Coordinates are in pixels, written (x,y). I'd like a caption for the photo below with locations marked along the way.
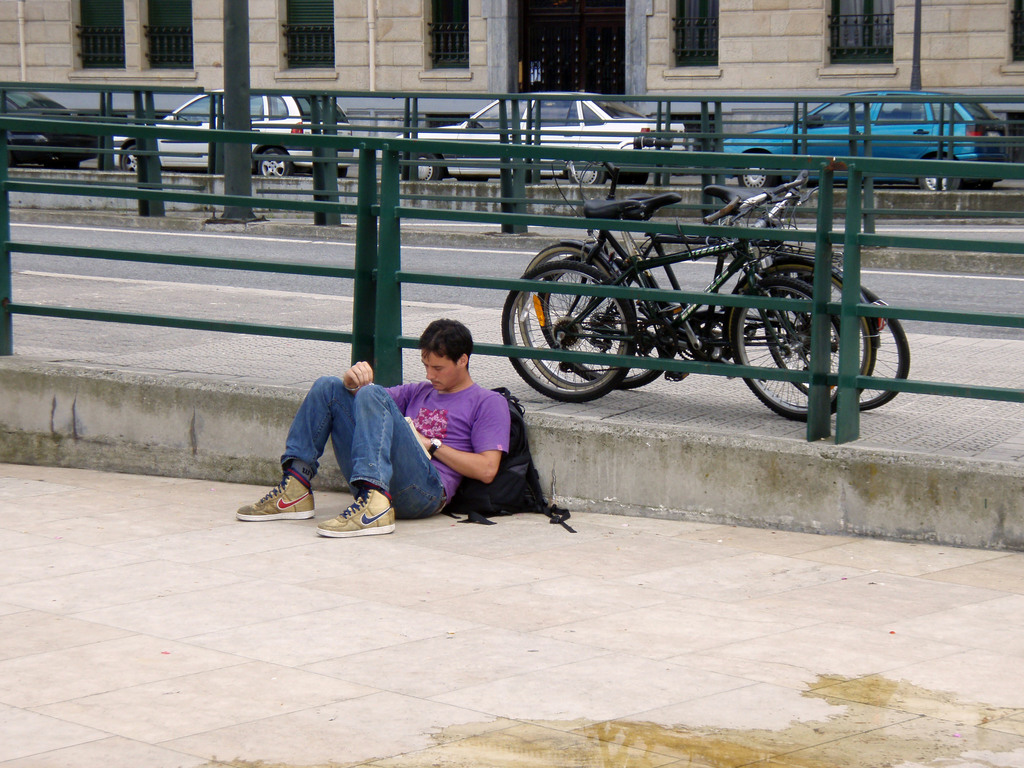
In this picture there is a boy (466,422) wearing purple color t-shirt (458,404) and jeans (415,472) sitting on the ground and reading the book (428,455). Behind there is a green color fencing pipes (734,367) and some bicycles (719,314) are parked. In the background (173,143) we can see some cars (187,119) on the road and a brown color building (556,52) with black window (447,50) and doors (608,59).
